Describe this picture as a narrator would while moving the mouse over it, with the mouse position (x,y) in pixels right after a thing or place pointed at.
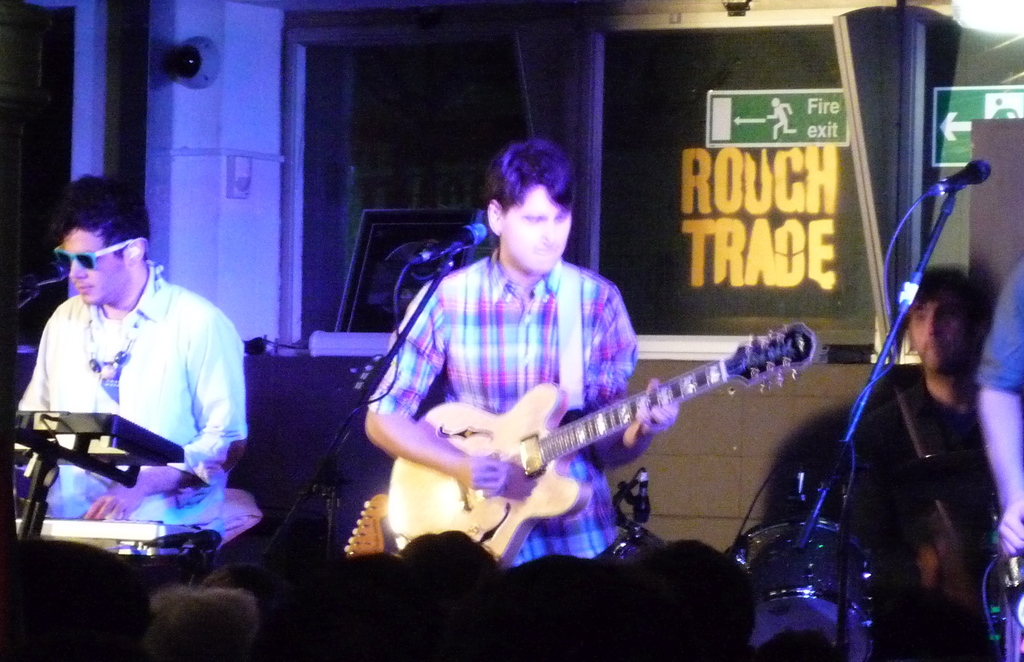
Here we can see few persons (197,489) are playing musical instruments (429,433). At the bottom (269,627) we can see few person heads (155,661). In the background (828,110) there are sign boards (767,119), frame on a platform (696,354) and there is a light (184,75) on the wall (204,114), mic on a stand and other objects (1009,152).
